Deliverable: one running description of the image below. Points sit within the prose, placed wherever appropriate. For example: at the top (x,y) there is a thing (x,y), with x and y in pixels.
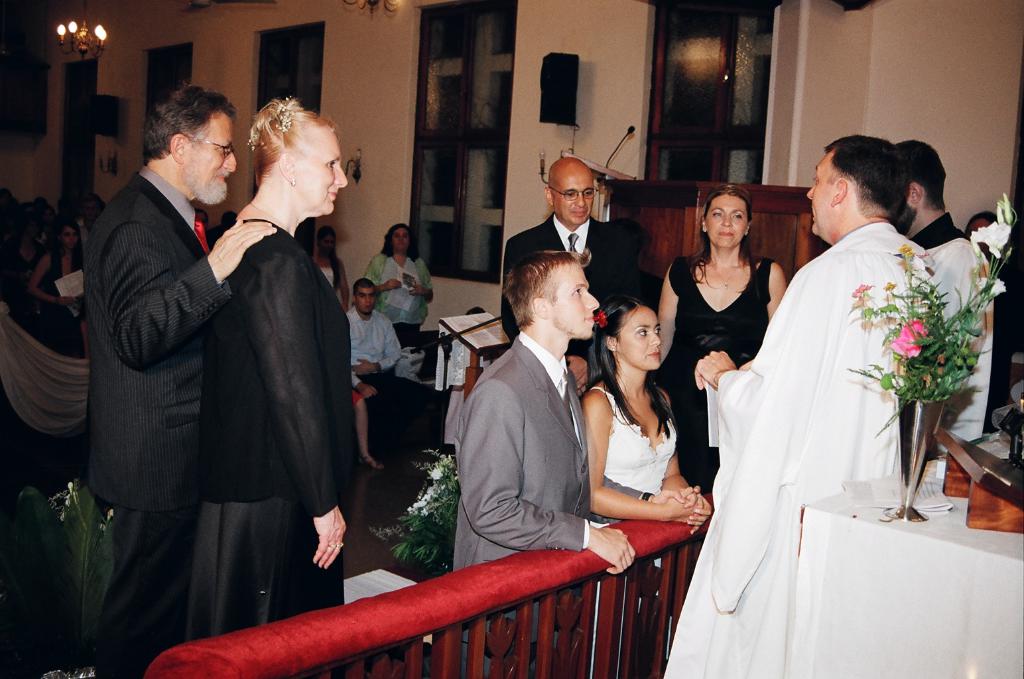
In the foreground of the image (268,331) there are people (578,460) standing. There is a railing (496,603). To the right side of the image (880,542) there is a table (881,507) with white color cloth (816,528) there is a flower vase (964,312). In the background of the image (16,212) there are people (48,254) sitting on chairs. There is a wall (359,48) with windows (421,41), speakers (554,103). At the top of the image (72,20) there is ceiling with lights (80,50). There is a podium (626,185).
